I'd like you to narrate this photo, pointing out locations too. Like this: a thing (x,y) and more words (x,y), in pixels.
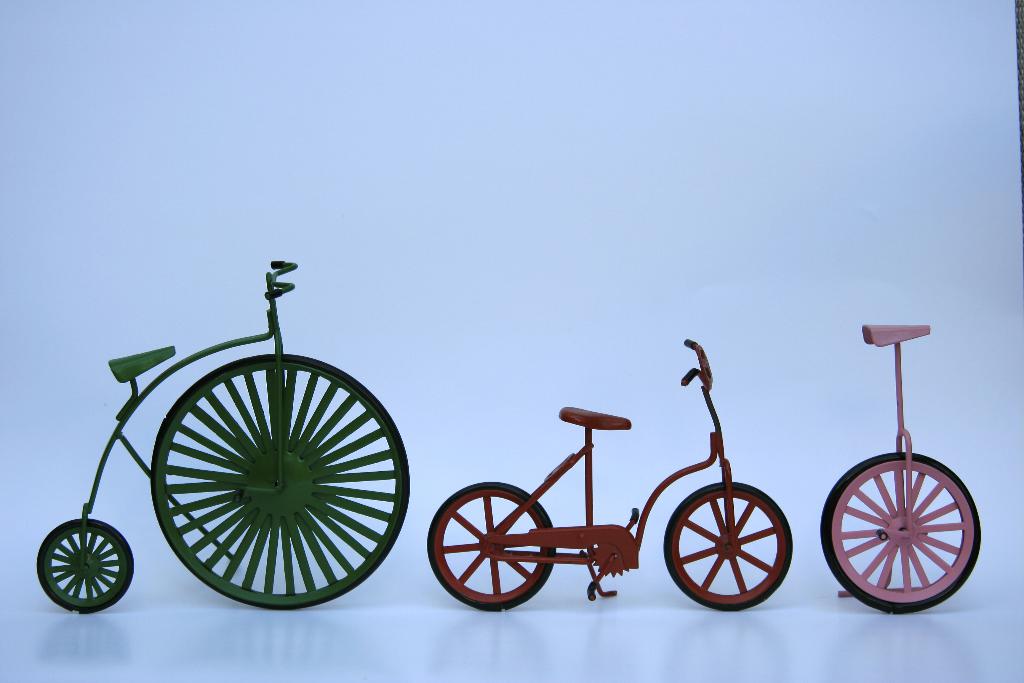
There are showpieces (568,532) of two bicycles (614,543) and one unicycle (918,482) present on a white color surface (426,643) as we can see at the bottom of this image (664,657).
